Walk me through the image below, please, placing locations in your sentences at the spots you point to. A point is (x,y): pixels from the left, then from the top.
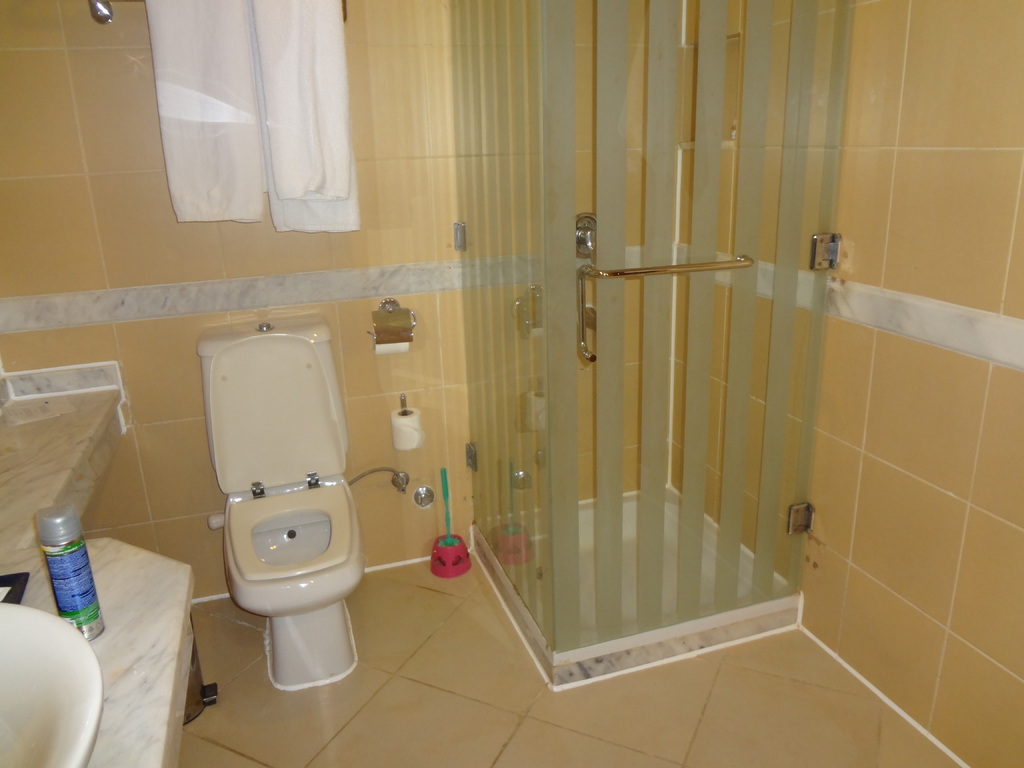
In this image we can see a toilet (289,535) and a glass door (654,443). Behind the toilet (287,321) we can see a wall (433,319) and on the wall (374,451) we can clothes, tap (402,478) and a paper (402,426). On the right side (1003,249), we can see a wall (853,366). On the left (81,599), we can see few objects (78,566) on a shelf (107,583). We can see an object (455,538) on the floor (466,579).
